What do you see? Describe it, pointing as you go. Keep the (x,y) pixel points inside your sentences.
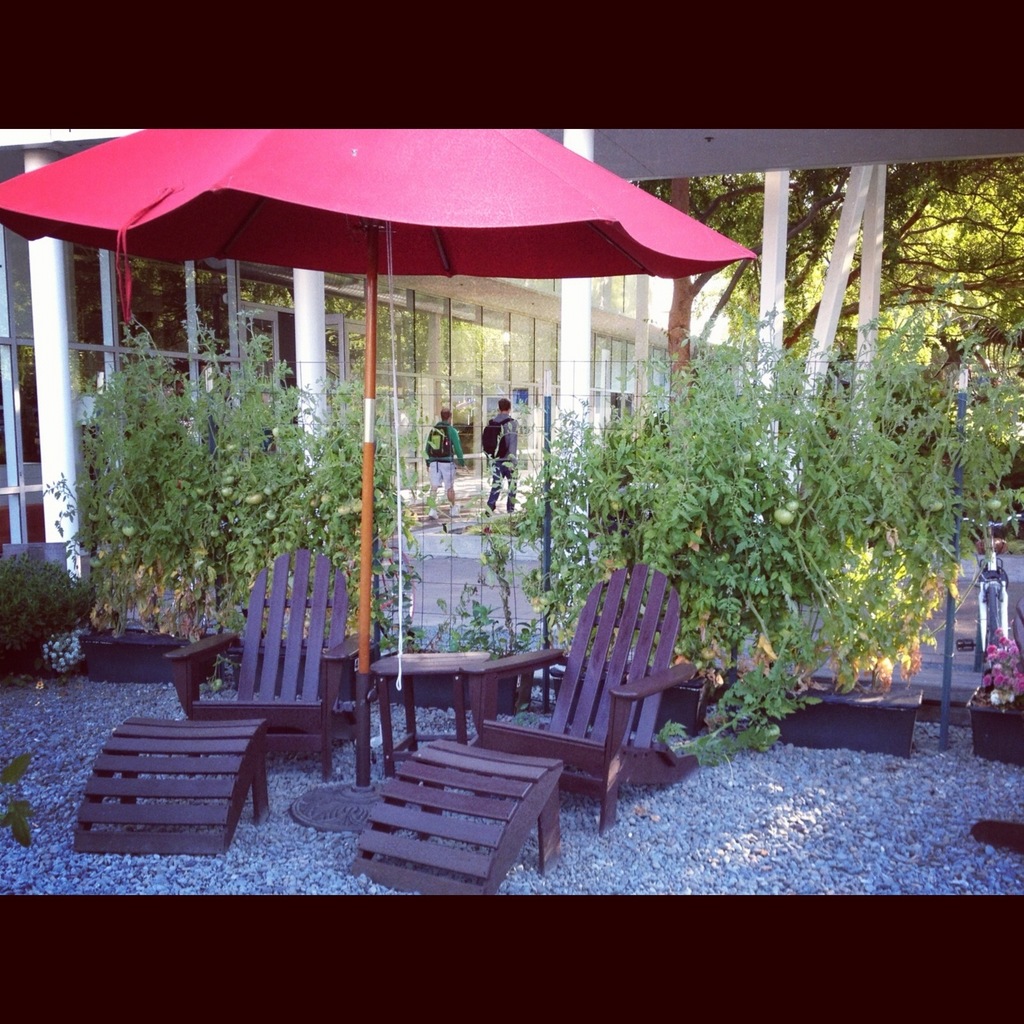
In this image we can see two chairs (274,611), a table (478,668) and an umbrella (292,168). And we can see small plants (696,457) and bushes (49,592), some flowering plants (986,689). And behind we can see buildings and person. And we can see the floor (797,839) consists of rocks/marbles (48,754).
